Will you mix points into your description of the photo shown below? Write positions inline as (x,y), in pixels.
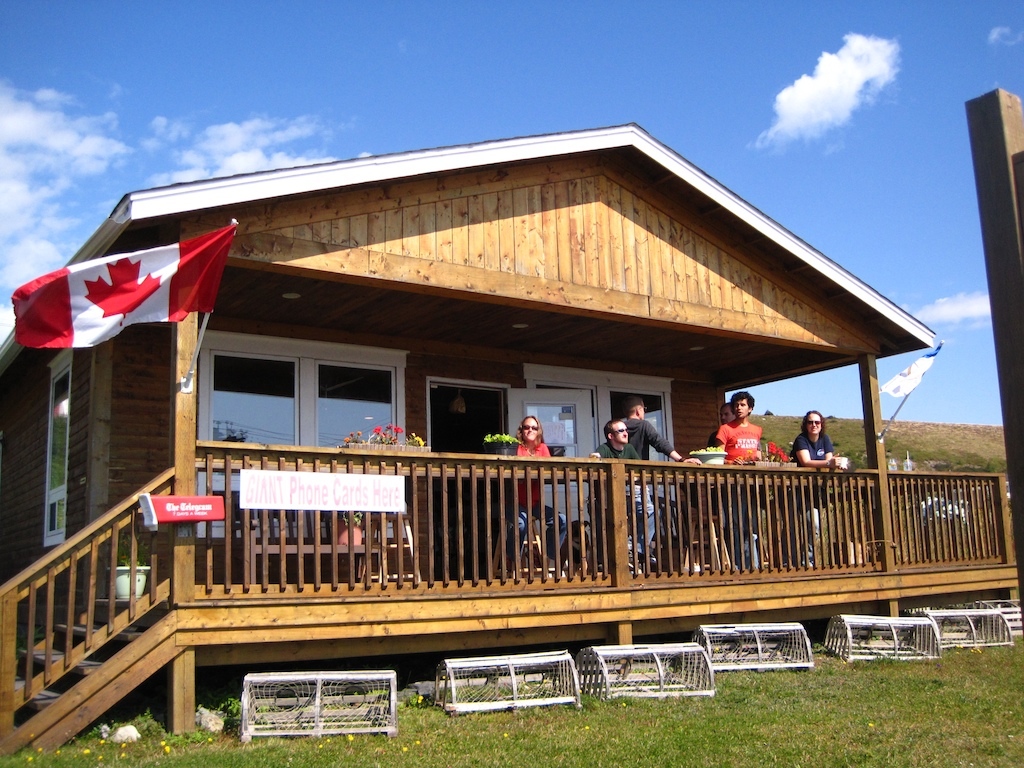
In the image we can see there is a wooden house (567,285) and there are people (650,433) standing on the veranda (571,615). There is a canada flag (177,305) kept on the house (191,480) and the ground (509,751) is covered with grass (739,687). There is a cloudy sky (251,84).
